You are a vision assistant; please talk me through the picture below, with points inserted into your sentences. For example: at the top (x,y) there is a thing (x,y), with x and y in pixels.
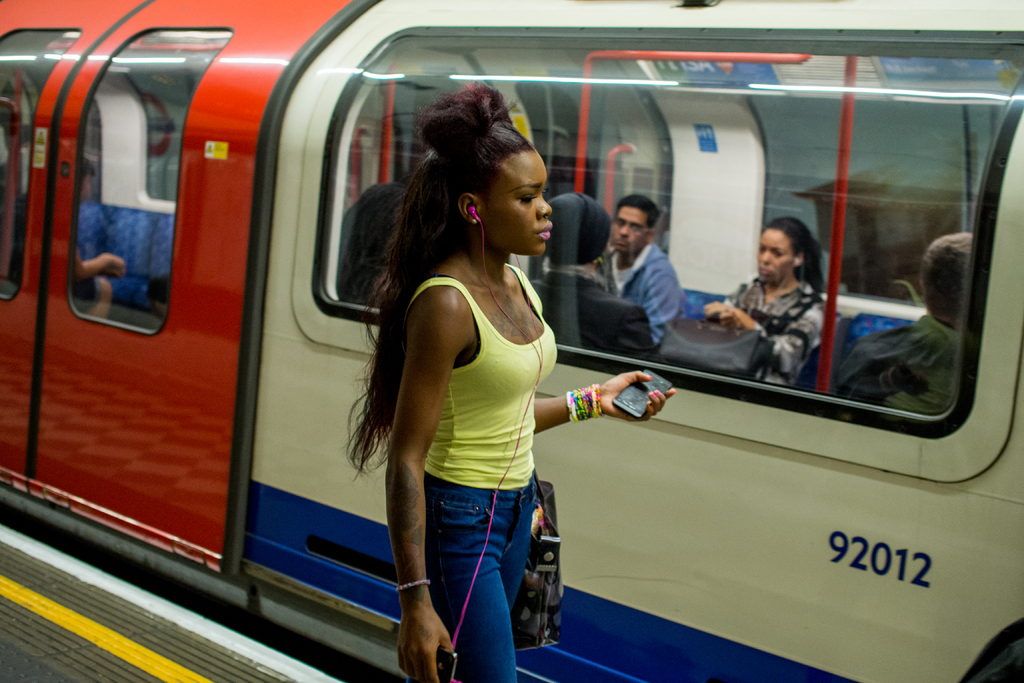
In this image we can see a lady (412,489) is walking on the platform (156,606) and holding a cell phone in her hand (423,632). Beside her a train (199,142) is there which is in red and blue in color and some passengers (766,295) are there inside the train (292,407).
